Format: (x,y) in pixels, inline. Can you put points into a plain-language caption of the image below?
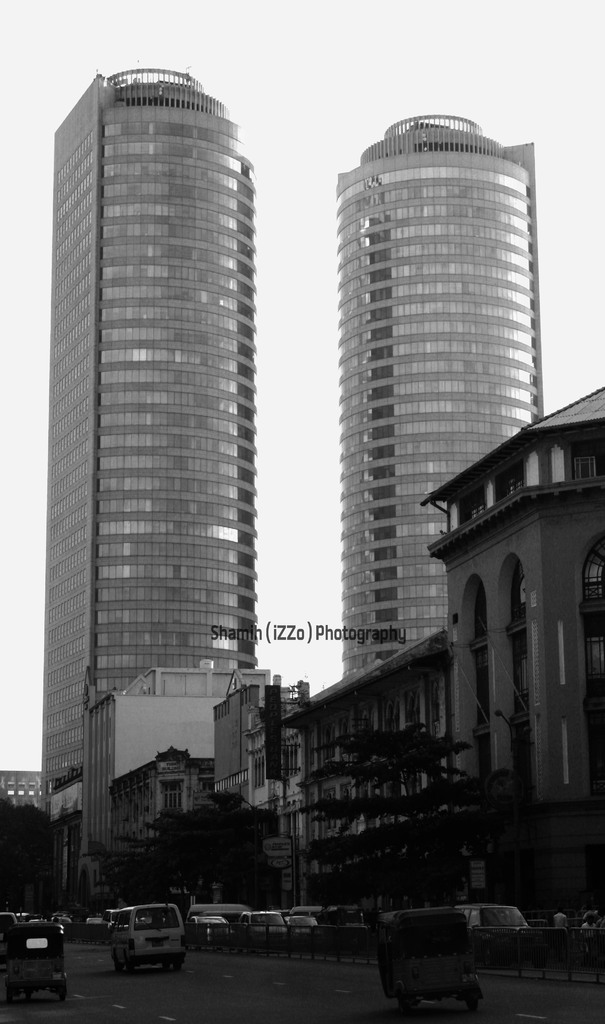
At the bottom (467,851) I can see fleets of vehicles (461,922), fence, trees (126,897) and light poles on the road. In the background (180,532) I can see buildings (594,884), text (325,634), windows (482,498) and the sky (319,330). This image is taken may be on the road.
